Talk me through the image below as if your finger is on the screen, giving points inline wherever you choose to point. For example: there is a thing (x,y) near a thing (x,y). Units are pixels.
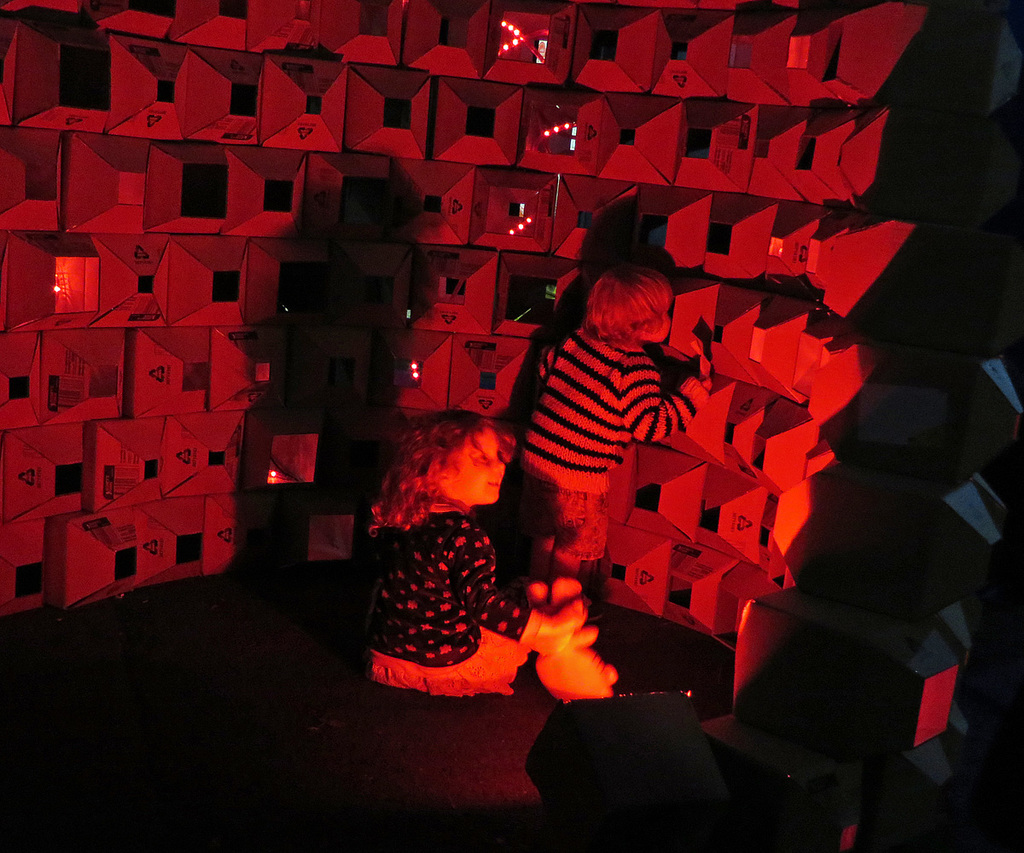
2 children (503,474) are present. There is a light (657,754) at the front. There is a block background (724,465).
